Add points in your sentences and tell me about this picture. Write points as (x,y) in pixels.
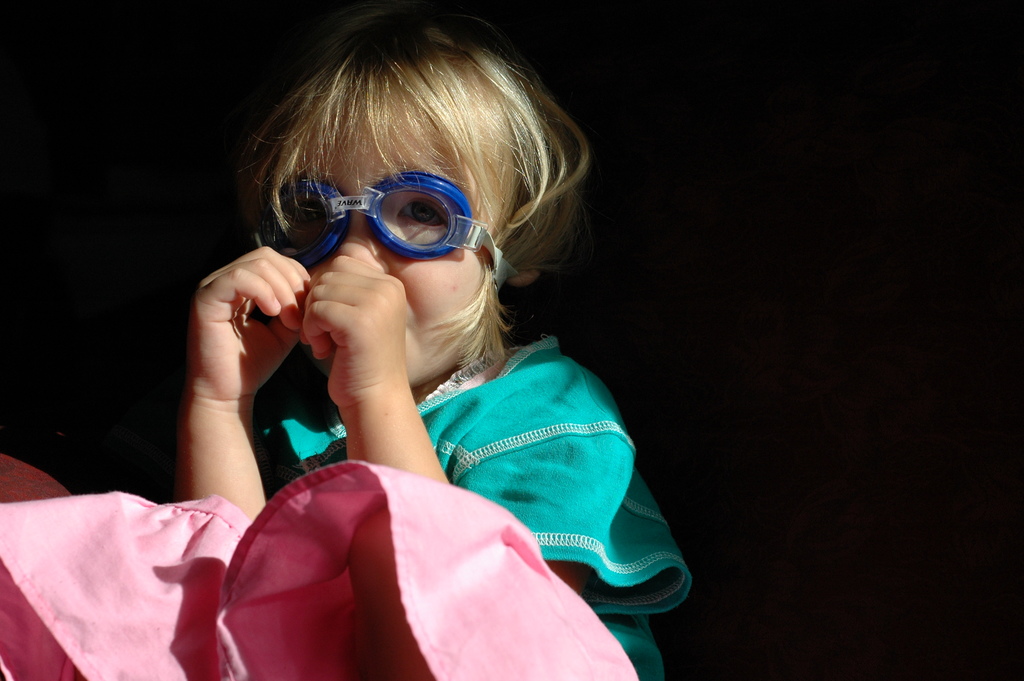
Here in this picture we can see a child (405,410) sitting on a place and we can see she is putting her thumb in mouth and she is also wearing goggles (430,232) on her over there.
